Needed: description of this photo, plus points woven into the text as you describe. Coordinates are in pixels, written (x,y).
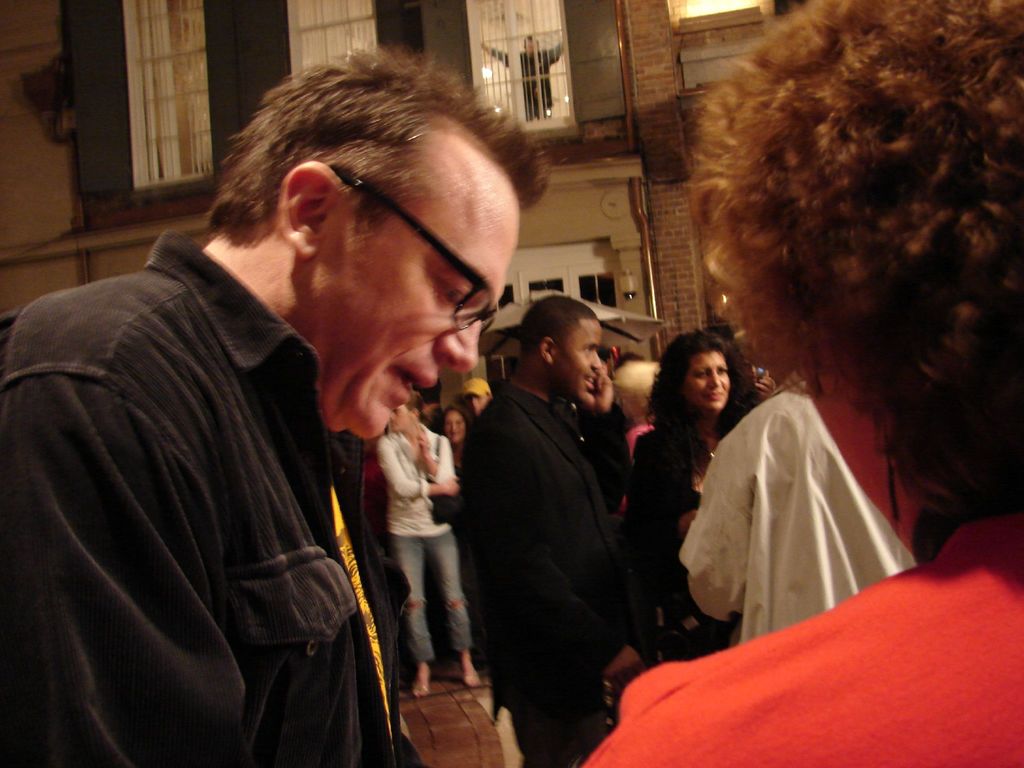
In this image there are people (459,518) standing, in the background (432,23) there is a building (595,130).
